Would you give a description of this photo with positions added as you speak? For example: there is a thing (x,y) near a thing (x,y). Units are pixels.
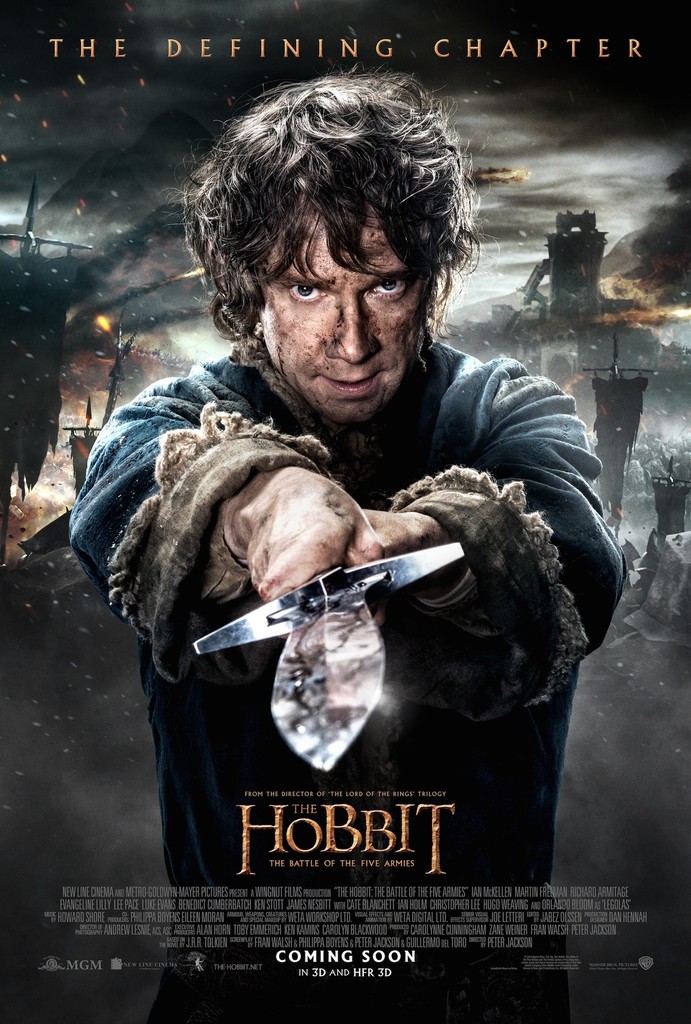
This picture seems to be an animated image. In the center (244,428) we can see a person (242,548) holding a sword (375,622) and standing. In the background (498,185) we can see the sky (572,137) and many other objects (591,269) and we can see the text (356,971) and numbers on the image.
